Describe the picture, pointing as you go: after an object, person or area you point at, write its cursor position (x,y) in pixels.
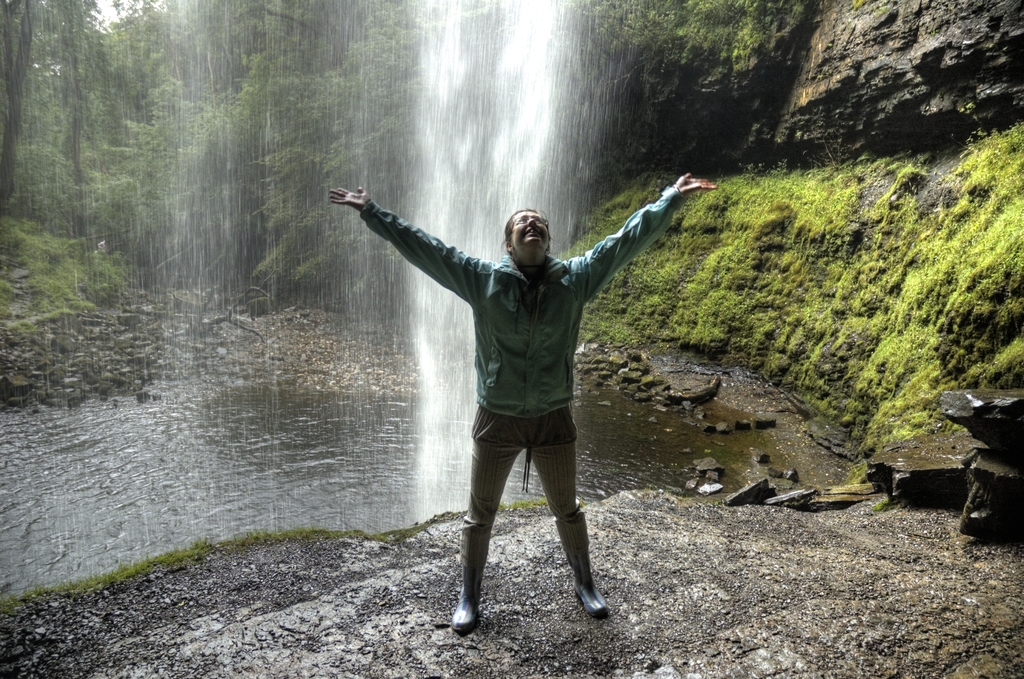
In this picture I can see there is a person (537,241) standing here and there is a water fall (431,50) in the backdrop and I can see there is a pond (137,487) here and there is a mountain (800,173) in the backdrop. There are trees (141,219) and plants (83,271).
